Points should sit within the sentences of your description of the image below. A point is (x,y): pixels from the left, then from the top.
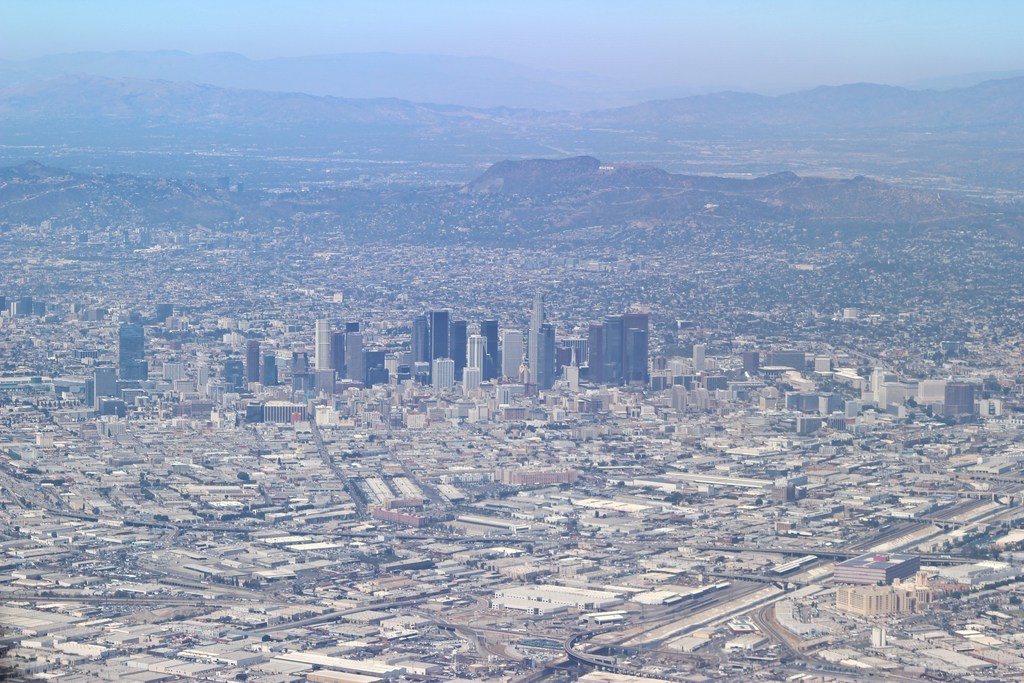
In this image we can see a group of buildings (488,401) and some roads (668,548). On the backside (584,181) we can see the hills (549,172) and the sky (623,17) which looks cloudy.
